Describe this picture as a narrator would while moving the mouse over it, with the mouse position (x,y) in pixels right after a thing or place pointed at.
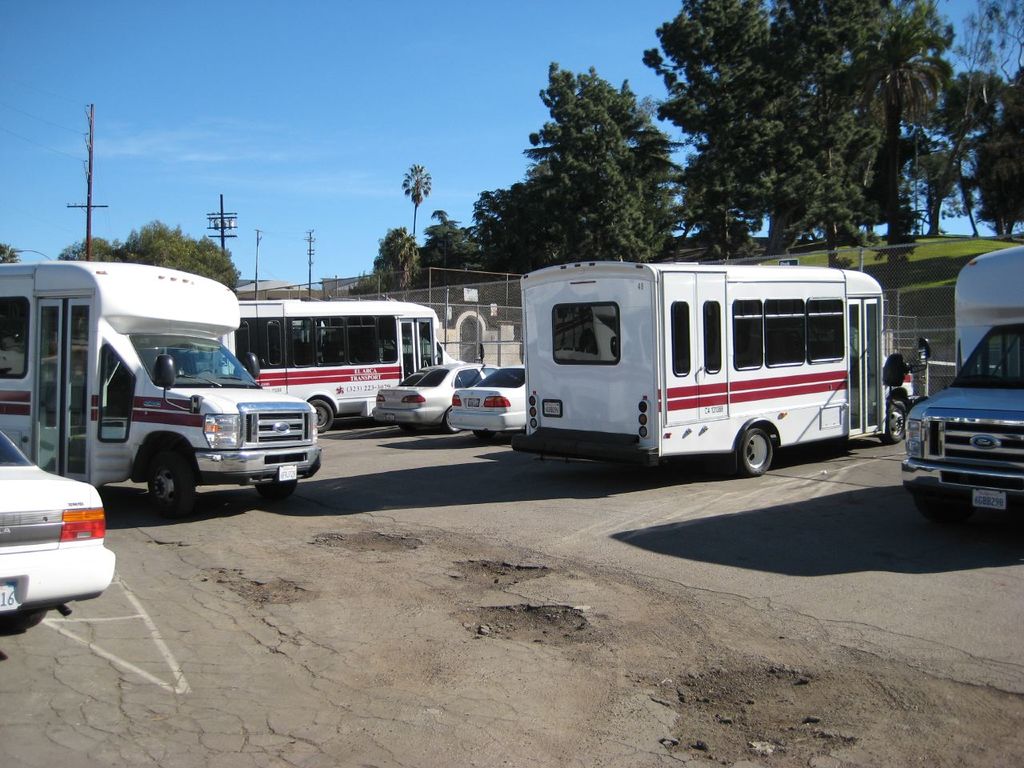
In this image I can see few vehicles (1014,397), background (388,273) I can see few electric poles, trees (142,231) in green color and the sky (327,159) is in blue color.
